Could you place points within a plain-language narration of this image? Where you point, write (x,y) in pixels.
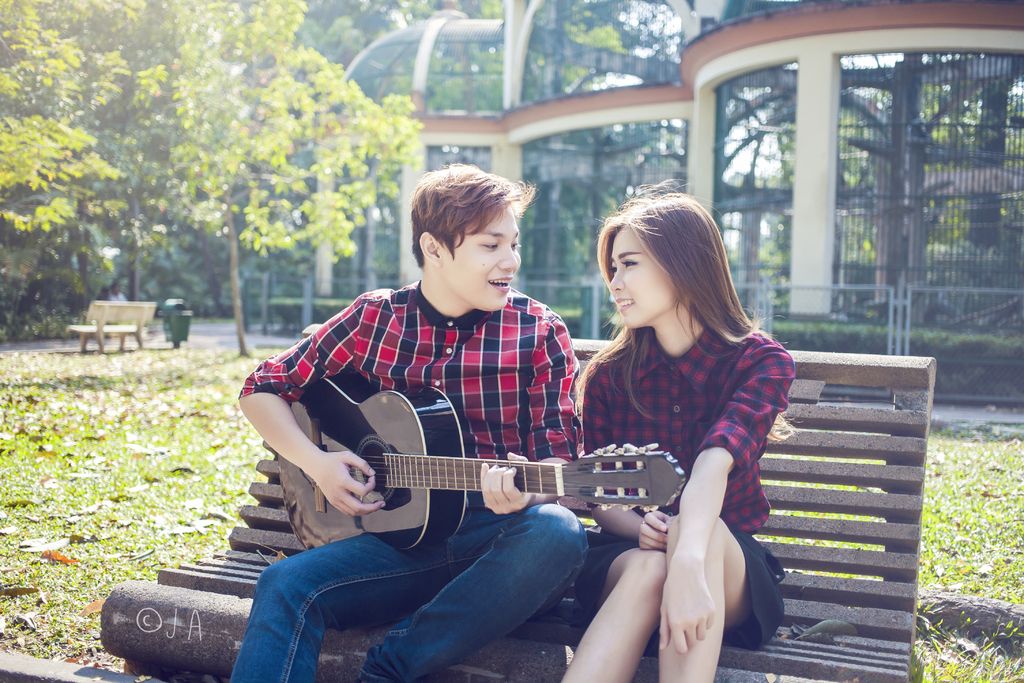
There is a couple (612,520) sitting on a bench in a park (207,535). The man (479,388) is holding the guitar (397,452) in his hand (487,485) and singing. In the background (233,171) there are some trees (191,164) and a trash bin (181,312) here.
